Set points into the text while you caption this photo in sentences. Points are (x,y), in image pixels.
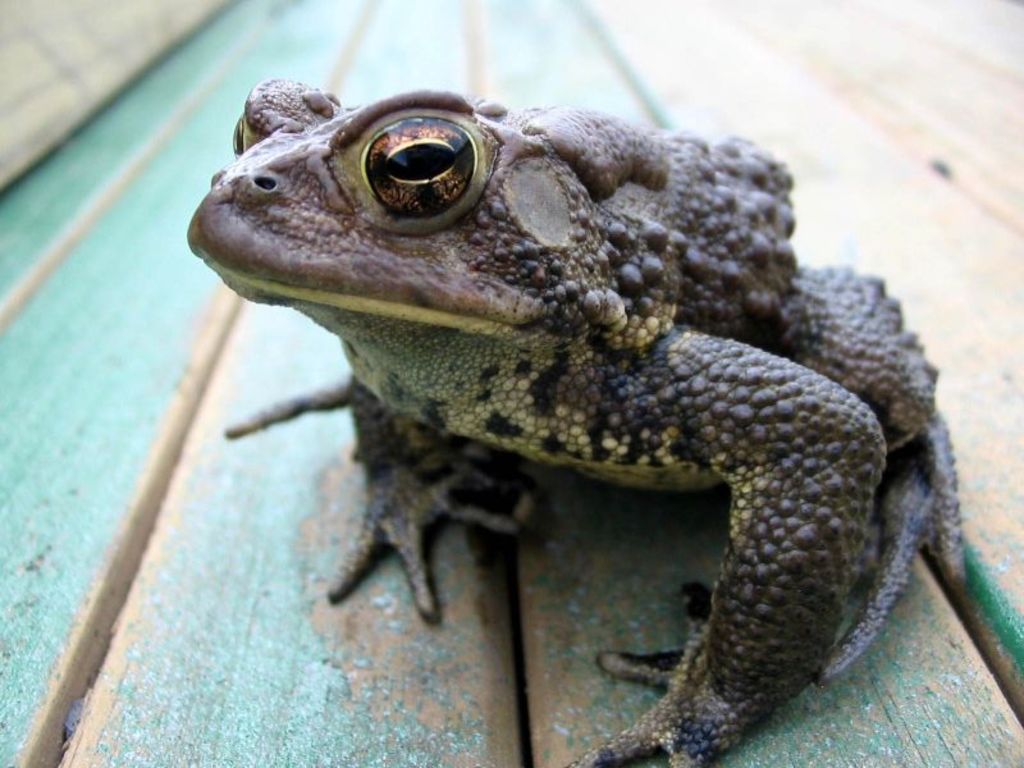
In this image I can see green colour surface (57,256) and on it I can see a frog (632,141) in the front (622,740).
